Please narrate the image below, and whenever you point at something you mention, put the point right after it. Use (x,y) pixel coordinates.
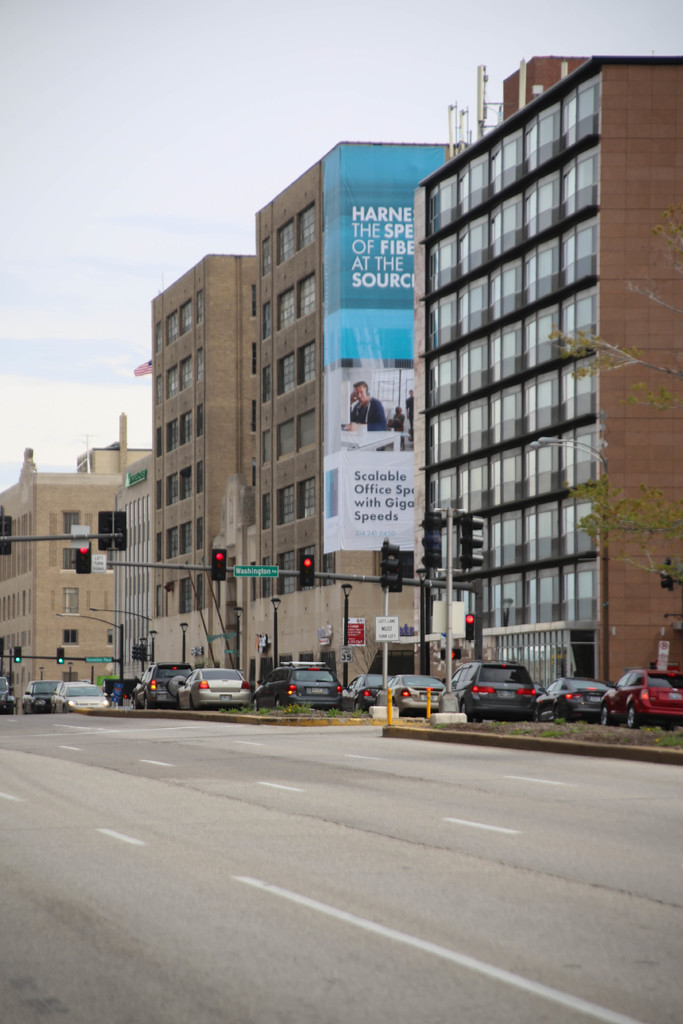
In this image I can see few buildings (285,364) and glass windows (287,372). I can see few traffic signals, sign boards (251,570), trees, vehicles (64,694) and poles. I can see banner (368,251) and something is written on it. The sky (18,102) is in white and blue color.
